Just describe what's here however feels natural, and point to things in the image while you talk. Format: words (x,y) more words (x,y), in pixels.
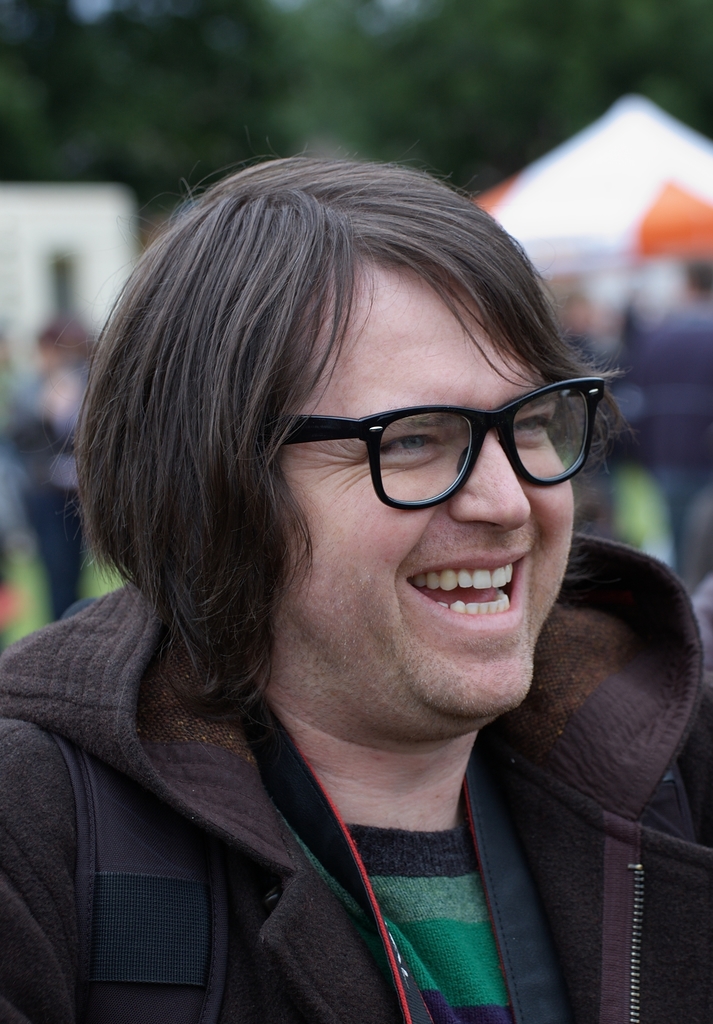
In this image we can see a person (352,540) wearing glasses (435,505) and we can also see a blurred background (631,70).
